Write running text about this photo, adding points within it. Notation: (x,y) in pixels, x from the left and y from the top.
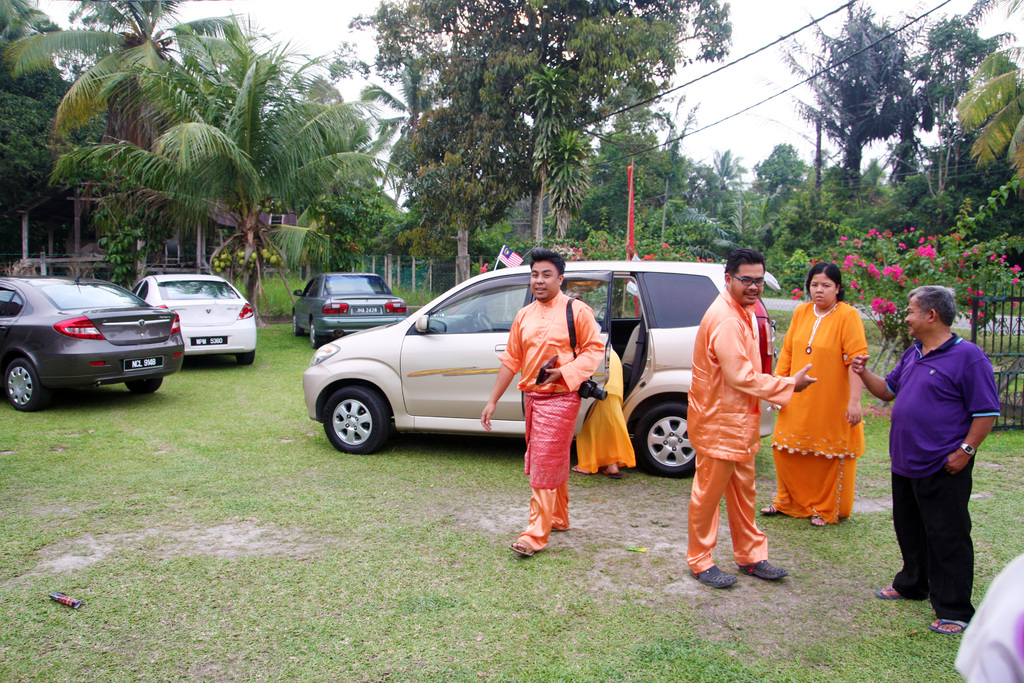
In this picture there are group of people (714,318) standing. There is a person (579,313) holding the camera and walking. At the back (450,376) there are vehicles (386,367) and trees (781,195). On the right side of the image (852,266) there are pink flowers (906,245) on the plant (996,239) and there is a railing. At the top (296,21) there is sky (332,33). At the bottom (318,580) there is grass (326,584).
